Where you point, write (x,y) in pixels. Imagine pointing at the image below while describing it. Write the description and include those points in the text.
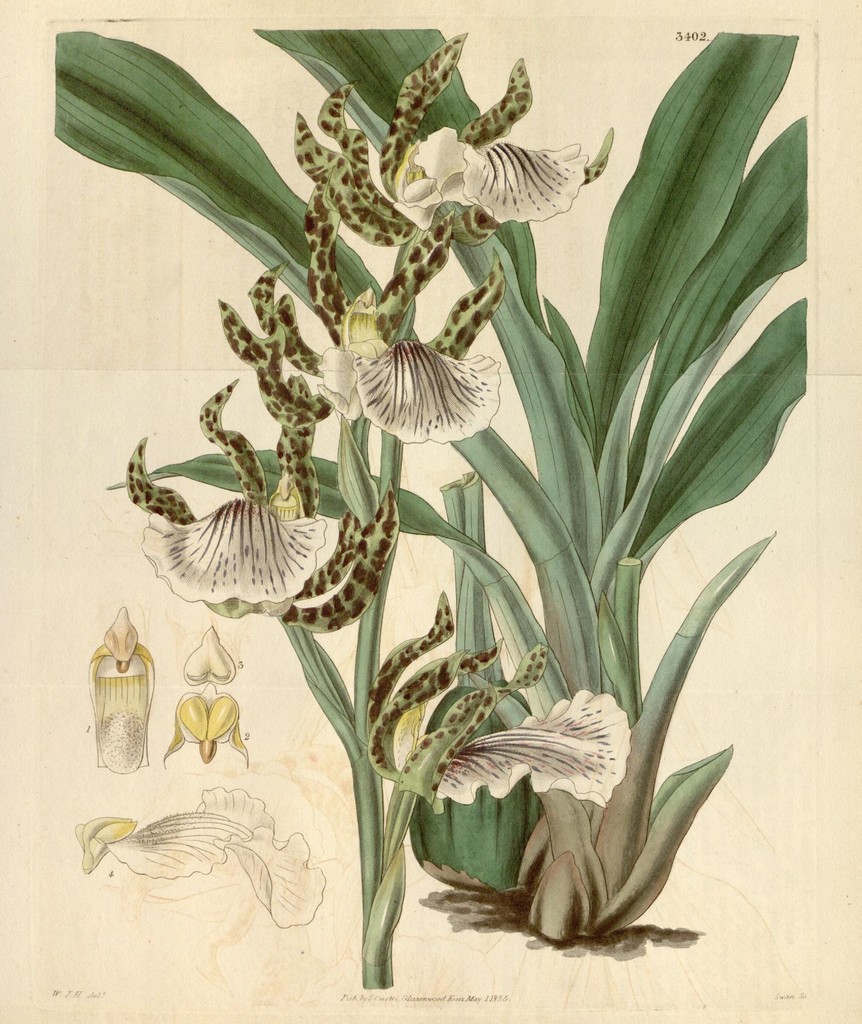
This picture looks like a painting in which i can see a plant (290,475) with some flowers (299,473).
